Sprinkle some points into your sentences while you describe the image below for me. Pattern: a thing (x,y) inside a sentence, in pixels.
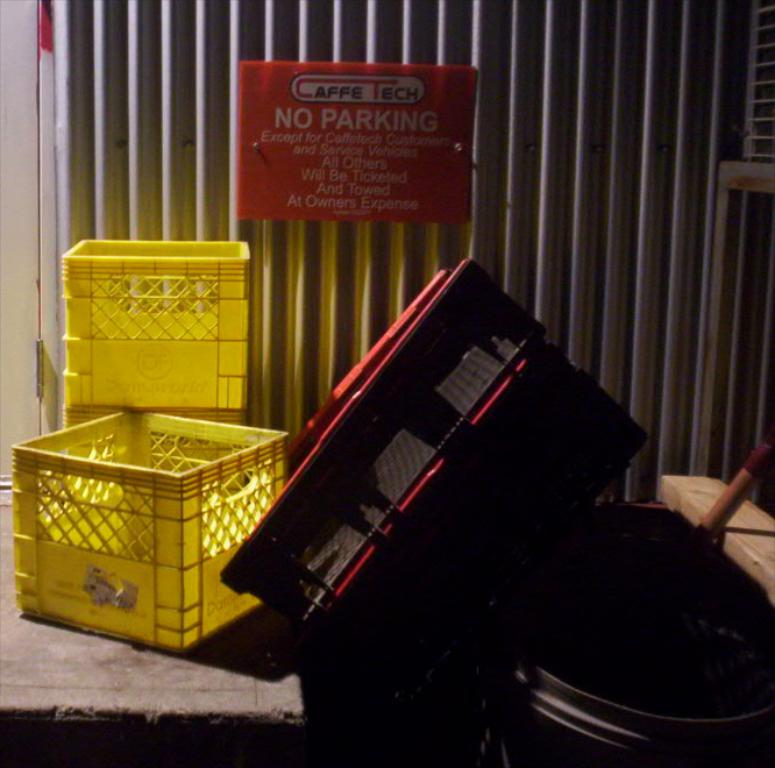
In this image I see 2 yellow color trays (171,371) and few things (420,497) over here and I see a red color board (328,163) on which something is written.
